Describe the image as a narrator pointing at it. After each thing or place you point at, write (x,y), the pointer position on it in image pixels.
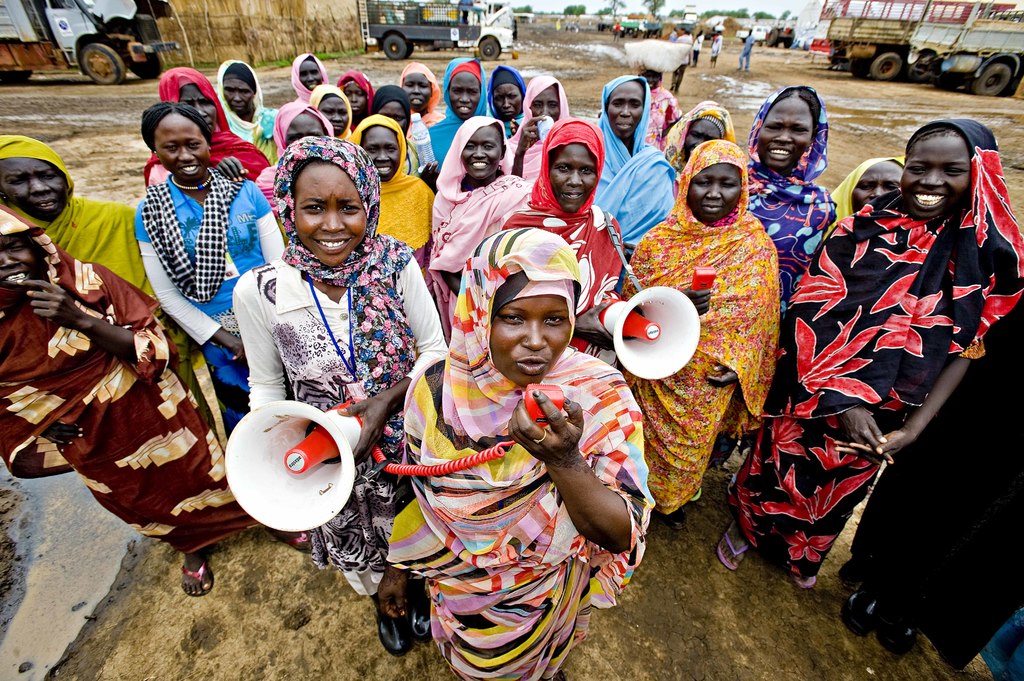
In this image we can see people (532,274) and two of them are holding speakers (444,464). In the background (900,124) we can see vehicles (480,33), people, ground (1011,147), trees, and sky (592,1).
